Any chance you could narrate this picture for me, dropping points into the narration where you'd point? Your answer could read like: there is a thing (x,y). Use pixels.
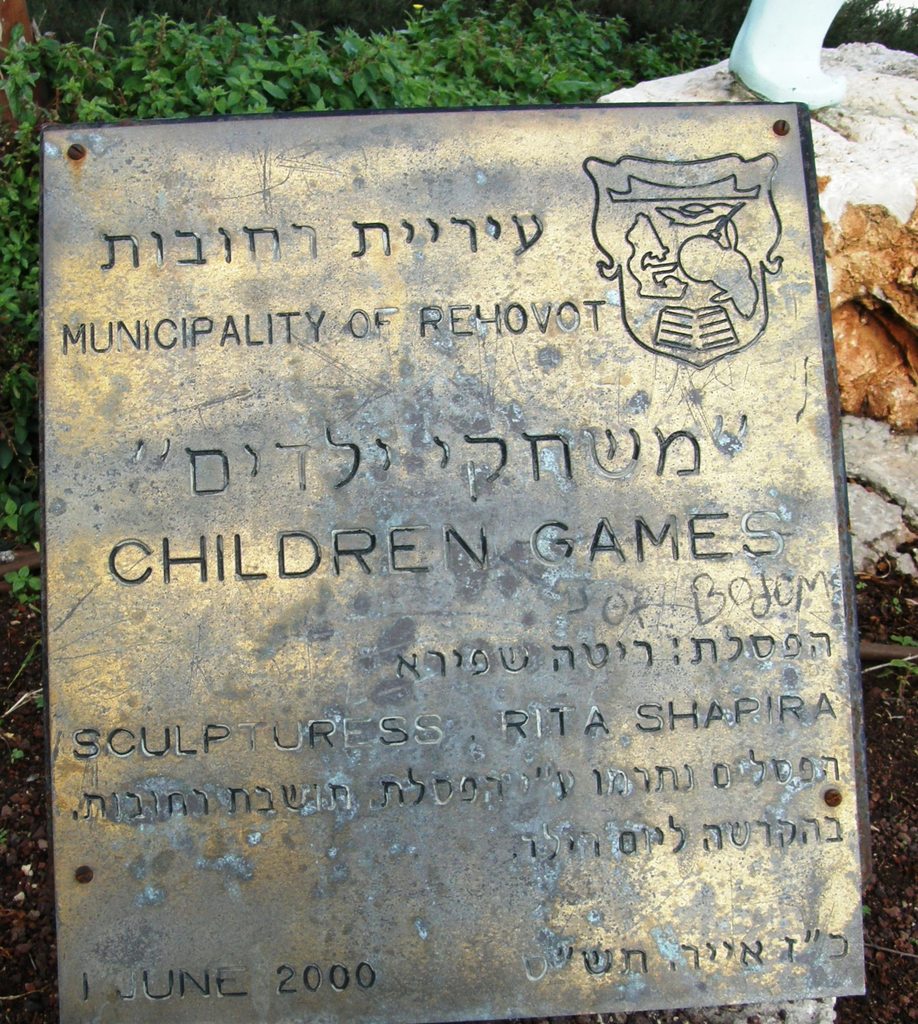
In this image I can see there is a metal frame (263,229) and there is something written on it, there are few plants (34,157) in the background (124,104), there are rocks (675,81) at the right side (828,270).
